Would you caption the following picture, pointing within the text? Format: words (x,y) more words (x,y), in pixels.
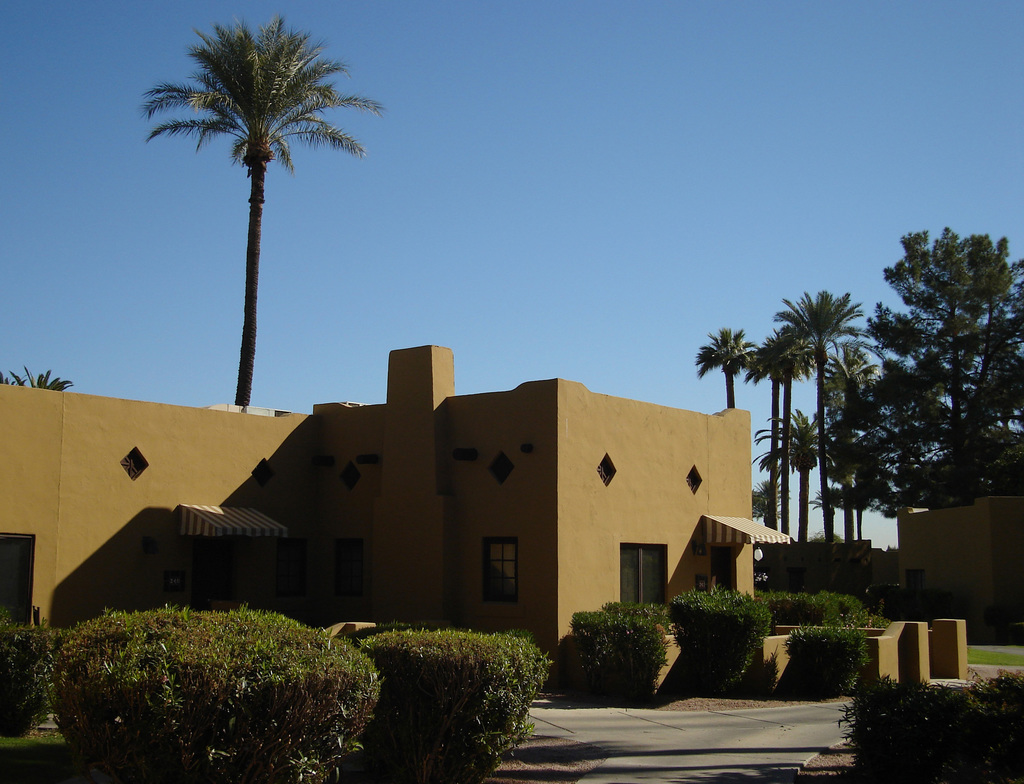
In the image I can see a house (632,510) and around there are some plants (408,756) and trees (979,413).
